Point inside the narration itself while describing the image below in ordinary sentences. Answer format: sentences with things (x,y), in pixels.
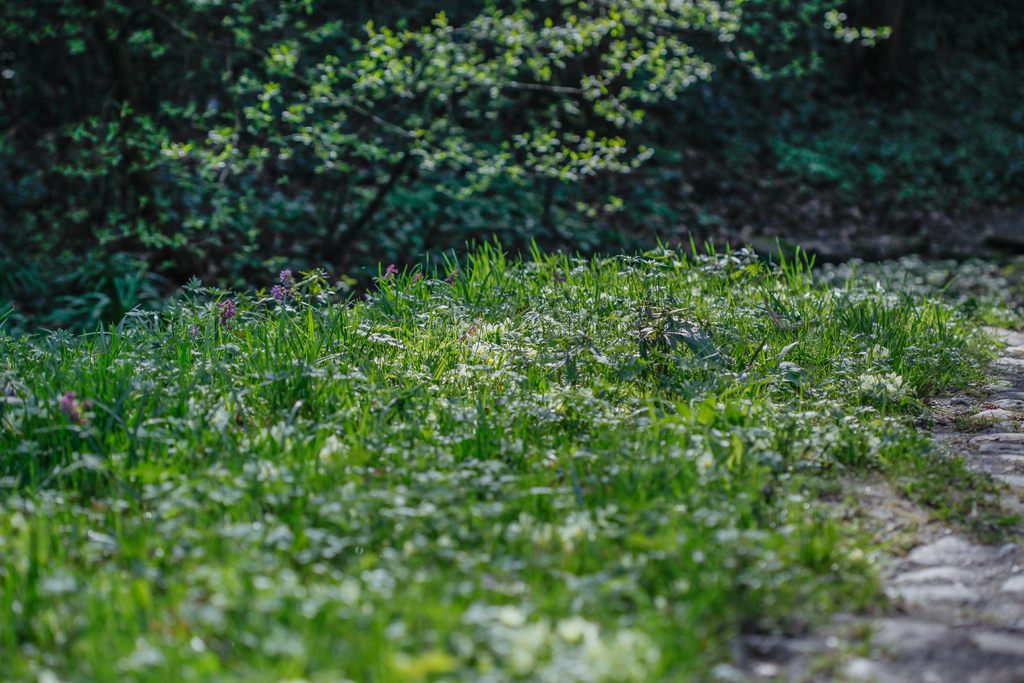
In this image we can see grass (361,393) and plants (408,456) with flowers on the ground (197,651). In the background (529,154) there are plants (607,47) on the ground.
